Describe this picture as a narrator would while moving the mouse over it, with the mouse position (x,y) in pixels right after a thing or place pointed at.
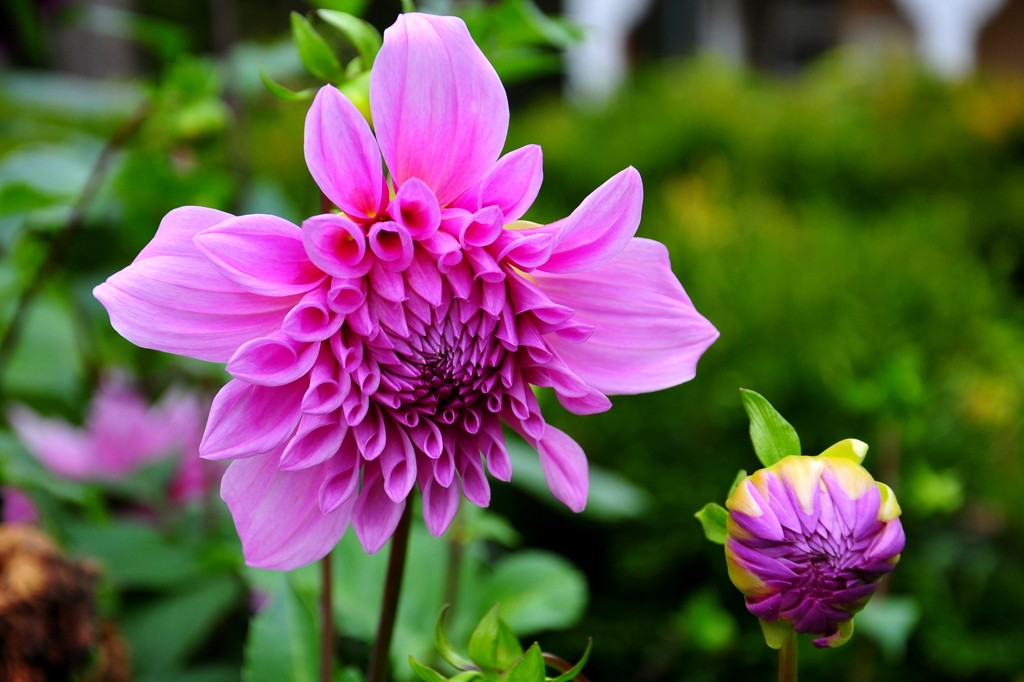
In this picture I can observe pink color flowers (421,362). In the background (79,208) I can observe some plants (711,250) which are in green color.
